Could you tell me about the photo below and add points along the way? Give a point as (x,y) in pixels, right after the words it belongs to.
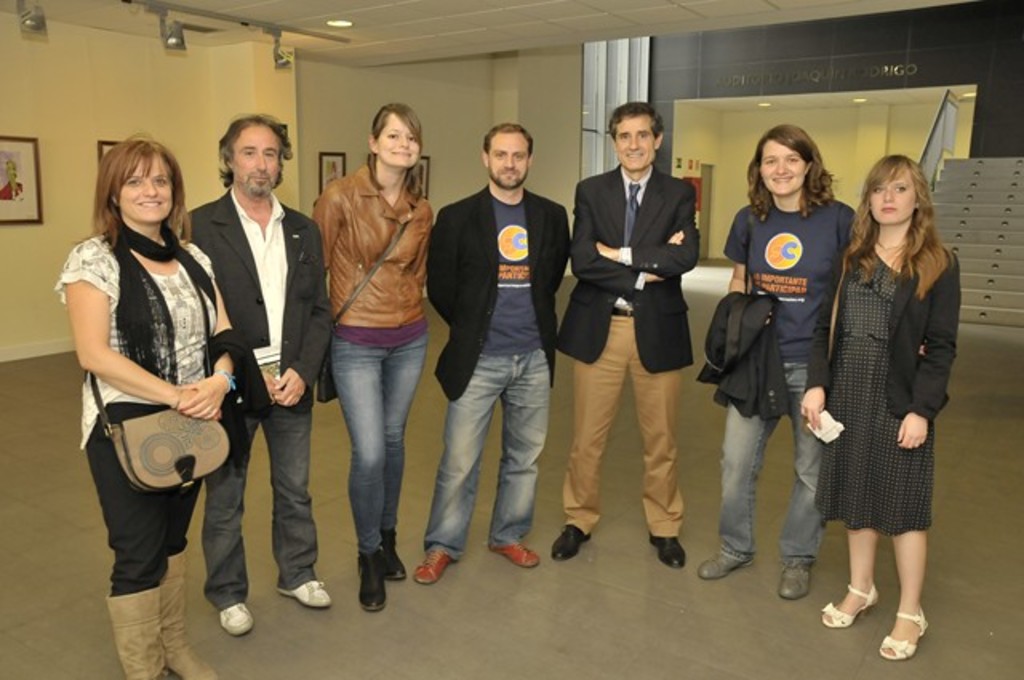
In this picture we can see some people (578,414) standing, on the left side (130,120) there is a wall (176,108), we can see some photo frames (28,150) on the wall (304,164), on the right side (990,184) there are stairs (997,193), we can see a light (331,23) and the ceiling (353,18) at the top of the picture (387,13), a woman (186,402) on the left side (224,434) is carrying a bag (142,425).
